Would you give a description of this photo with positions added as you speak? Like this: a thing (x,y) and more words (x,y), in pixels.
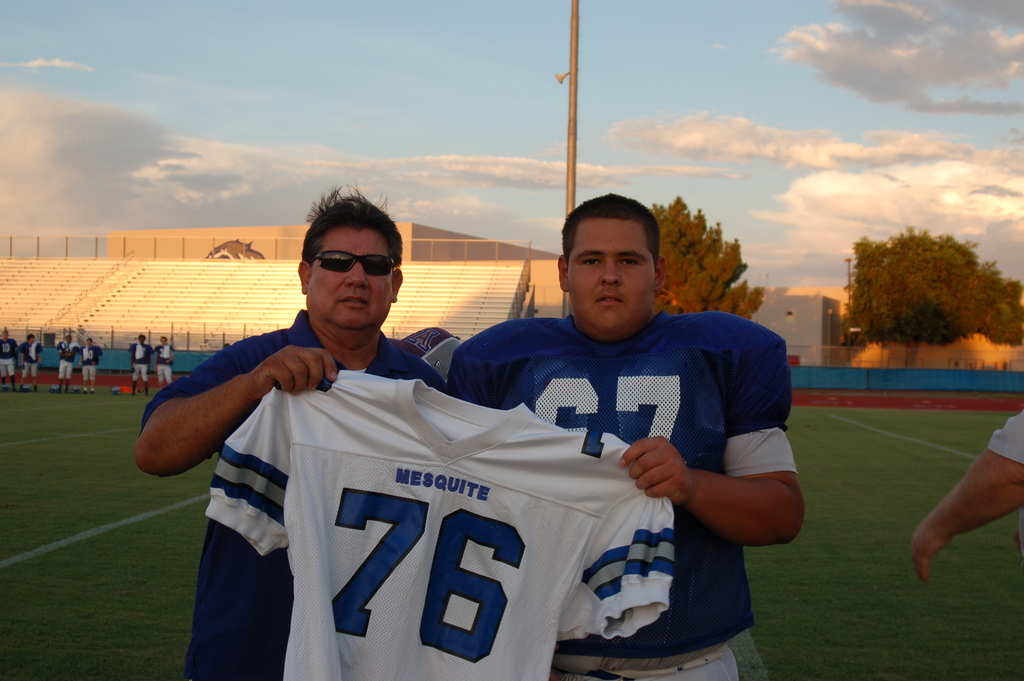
2 people (586,363) are standing wearing blue t shirt (688,434). They are holding a white jersey (443,561) in their hands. There is a hand (974,497) of a person (995,479) at the right (959,506). At the left (148,352) back people (141,353) are standing and there are white stairs (292,295). At the back (573,17) there are trees (942,313), buildings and a pole (569,167).
